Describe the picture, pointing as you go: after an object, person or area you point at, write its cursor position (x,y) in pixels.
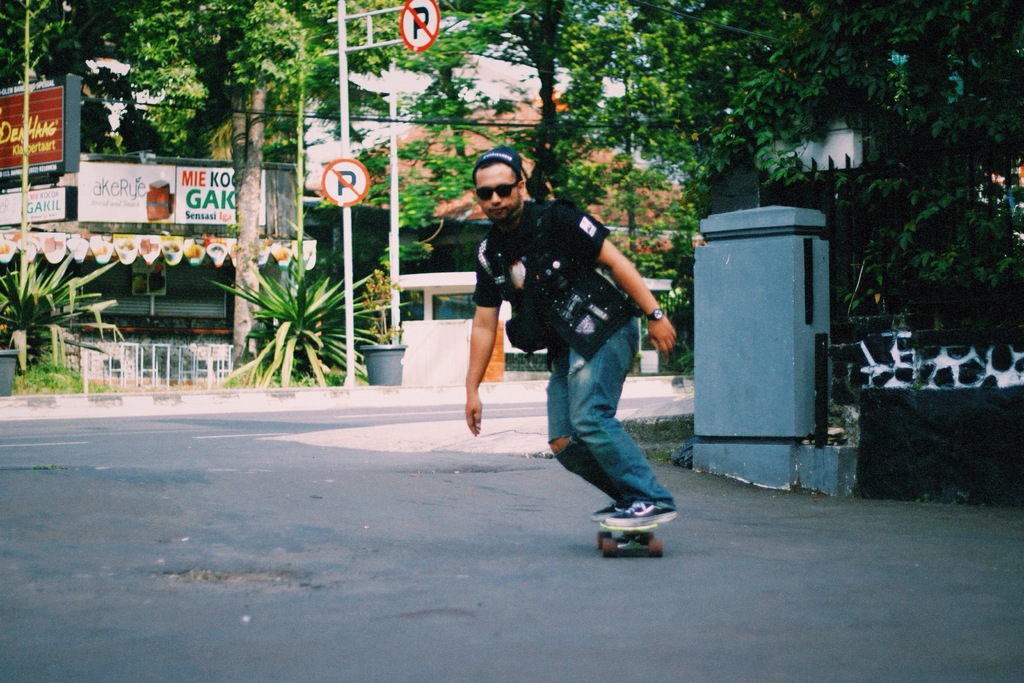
In this image we can see a person (602,419) wearing dress (560,267), cap (504,154) and goggles (506,192) is standing on a skateboard (623,535) placed on the ground (620,584). On the left side of the image (48,143) we can see group of sign boards (176,187) with some text (36,197), plants (26,208). In the background (273,93), we can see a group of trees (308,91) and building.
